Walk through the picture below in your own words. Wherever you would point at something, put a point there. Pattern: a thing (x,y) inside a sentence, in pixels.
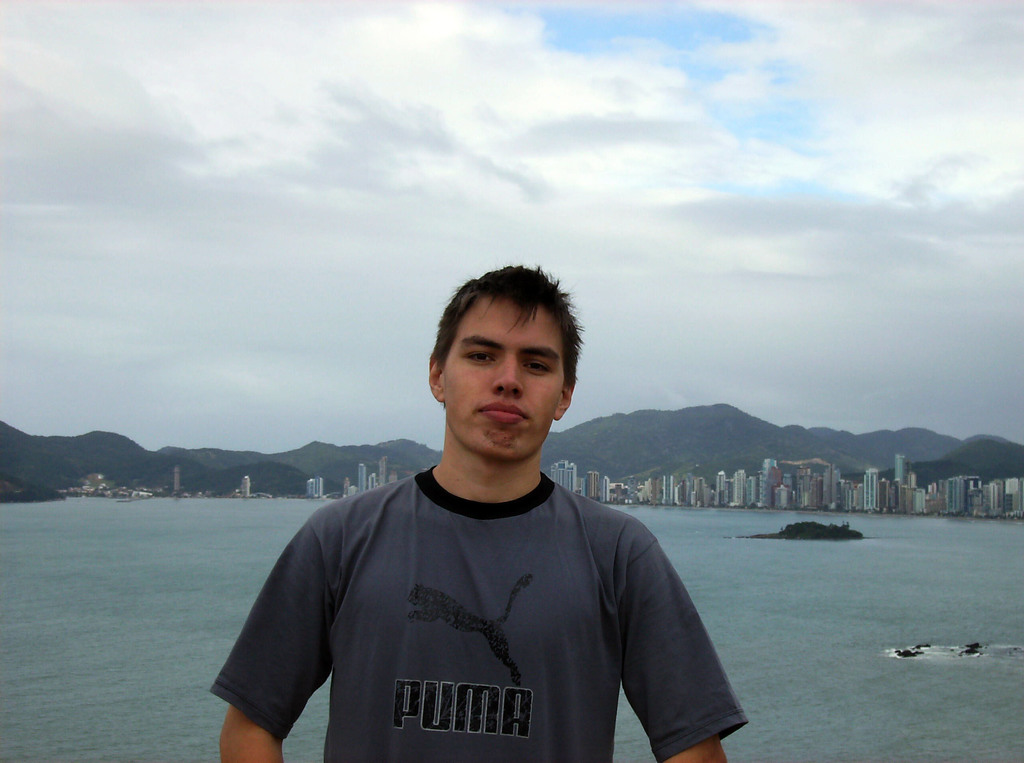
In the image there is a boy (472,497) in the front (497,514) in grey t-shirt (532,589) and behind him there is a ocean (147,748) followed by buildings (834,504) in the background (652,486), behind it there are hills (669,429) and above its sky (499,139) with clouds (736,70).
